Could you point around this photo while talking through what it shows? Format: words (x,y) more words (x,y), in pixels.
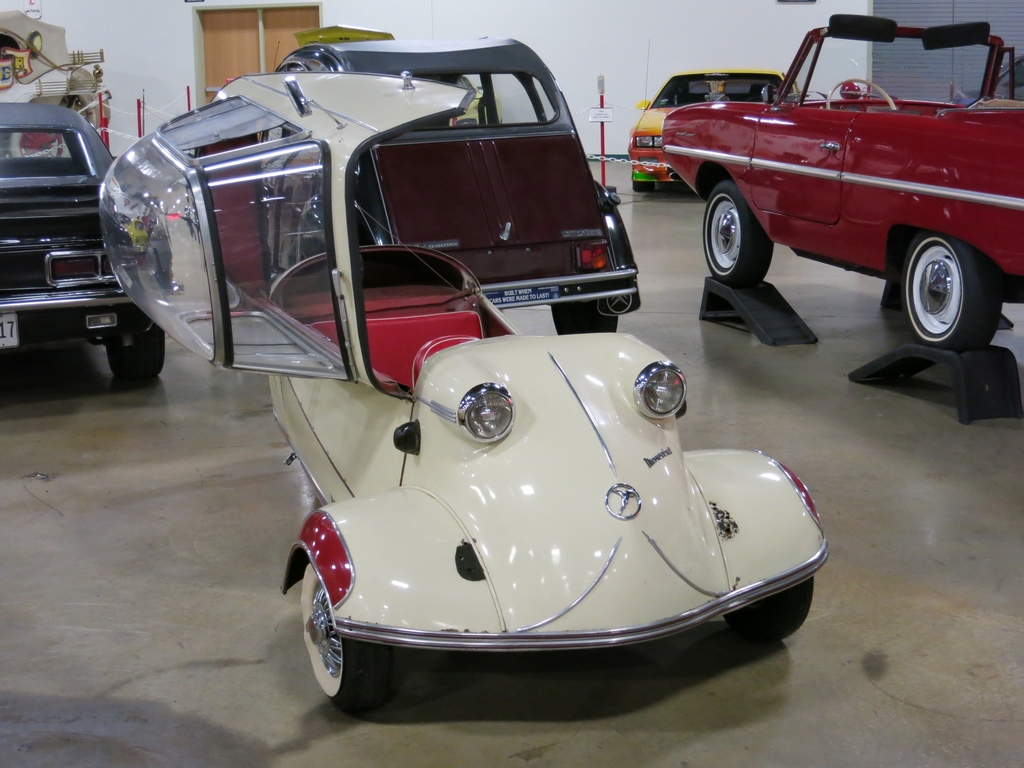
This is an inside view. Here I can see few cars (129,274) on the floor (143,568). In the background (543,18) there is a wall (465,14) along with the doors (247,38).
